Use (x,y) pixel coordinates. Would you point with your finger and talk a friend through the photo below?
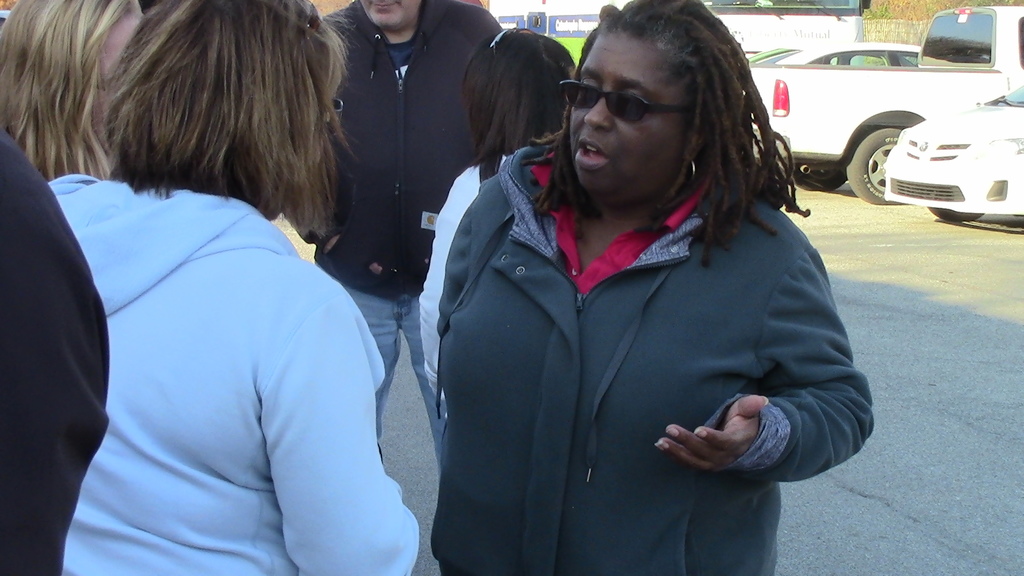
In this image, there are group of people (406,326) standing and wearing clothes (699,398). There are some vehicles (976,124) in the top right of the image (921,75). The person (577,238) who is in the middle of the image (544,243) wearing sunglasses (626,104).
